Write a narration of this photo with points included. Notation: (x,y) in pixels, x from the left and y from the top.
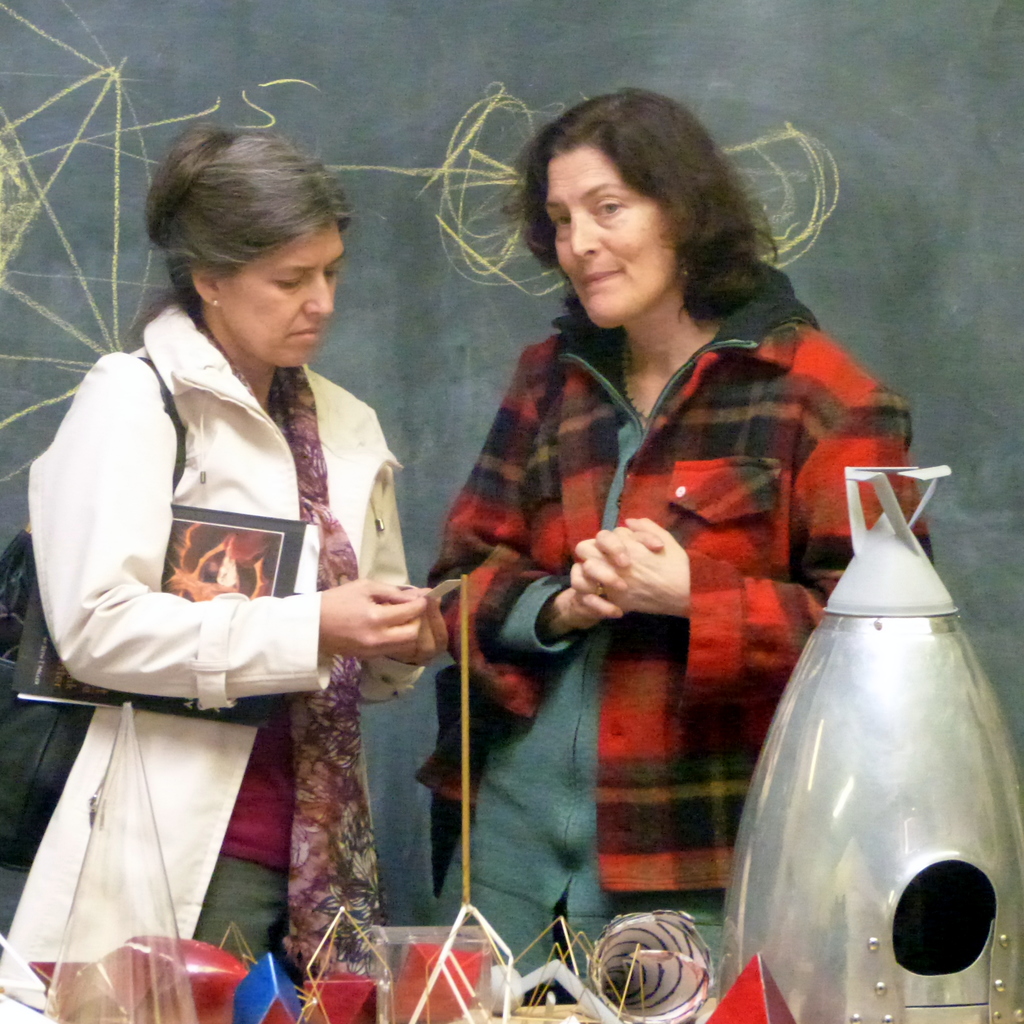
At the bottom of the image (195,943) there are many things (264,982) made with paper (663,941). On the right side of the image (948,790) there is an object (935,972) which looks like a rocket (903,854). Behind them there are two ladies (335,462) standing. On the left side of the image (117,723) there is a lady (162,731) holding a book (181,568). Behind them on the chalkboard (444,230) there are some lines (63,160).
